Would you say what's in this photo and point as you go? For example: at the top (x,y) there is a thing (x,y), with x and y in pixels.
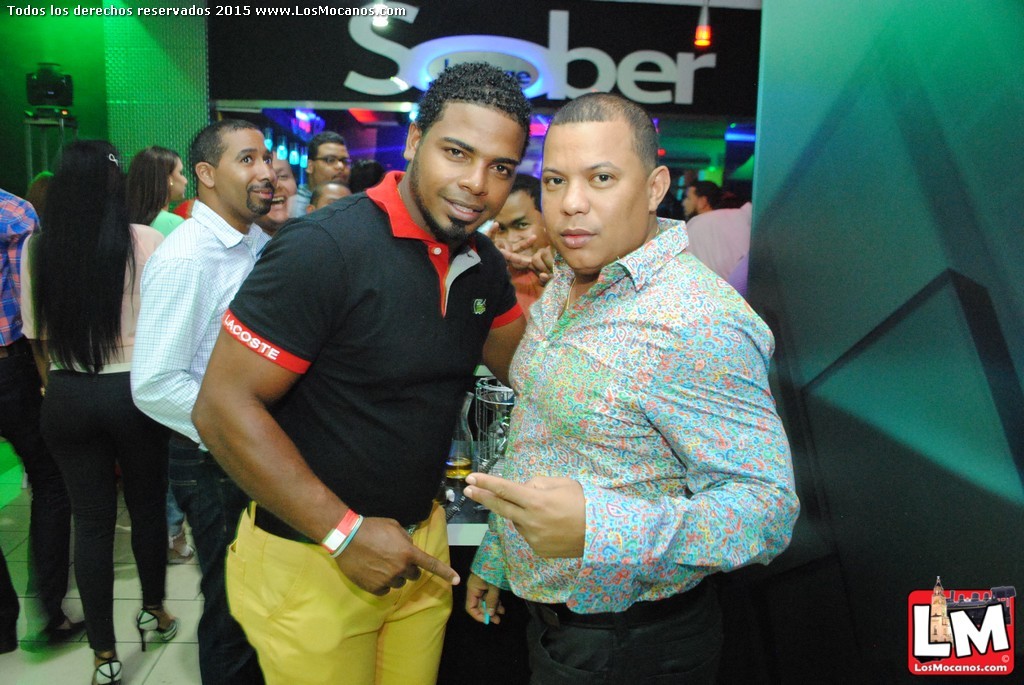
The picture is taken in a room (17,96). In the foreground of the picture (515,387) there are two men (558,466) standing, behind them there are people (505,241), table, glasses (486,443). At the top (354,61) there are name plates (425,44), lights (702,24).
